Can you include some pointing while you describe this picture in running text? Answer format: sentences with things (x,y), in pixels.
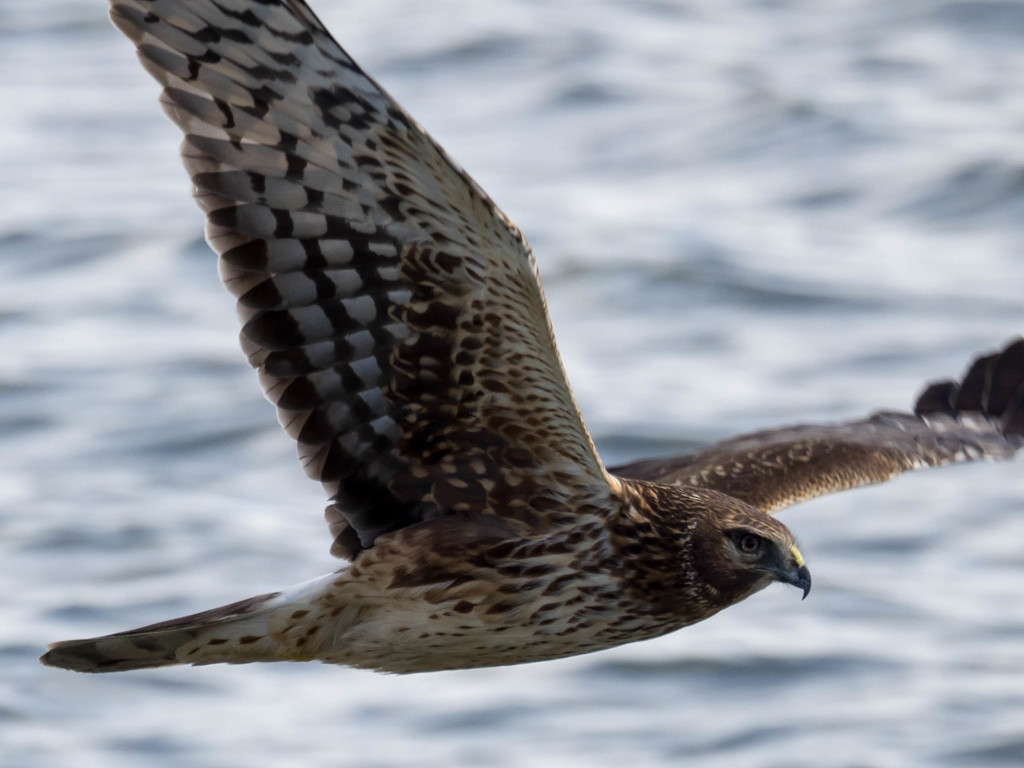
In this image we can see a bird (572,477) is flying in the air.
